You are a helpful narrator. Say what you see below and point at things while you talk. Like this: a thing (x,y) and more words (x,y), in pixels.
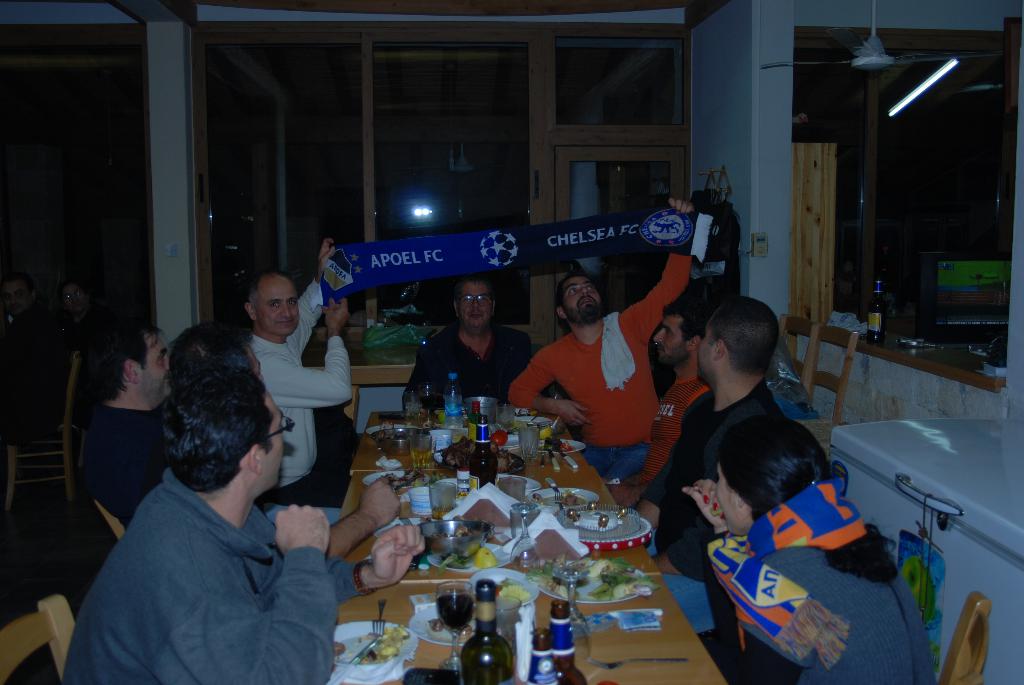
In this picture there are a group of people (731,445) sitting and holding a banner (511,236) and they have a table (374,457) in front of them with wine bottles (462,658) and food (506,445).
